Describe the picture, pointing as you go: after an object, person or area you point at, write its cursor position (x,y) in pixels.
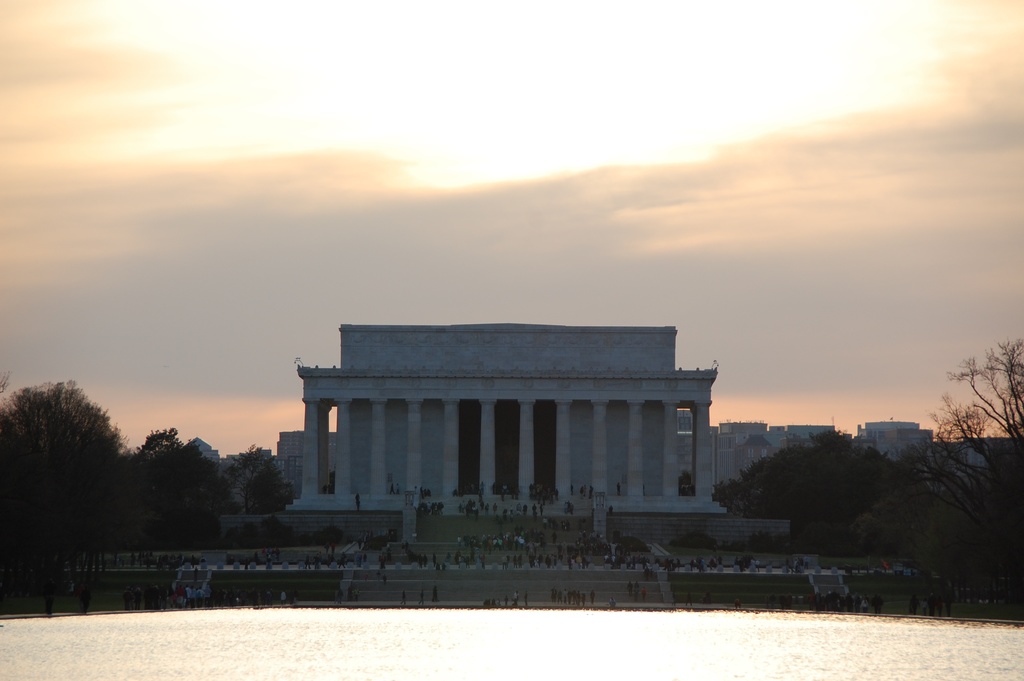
In the foreground of the picture (183,647) there is water (279,637). In the center of the picture (536,415) there are trees (104,481), buildings (516,472) and there are people (487,534) on the staircase (496,572). Sky (1012,116) is cloudy.
